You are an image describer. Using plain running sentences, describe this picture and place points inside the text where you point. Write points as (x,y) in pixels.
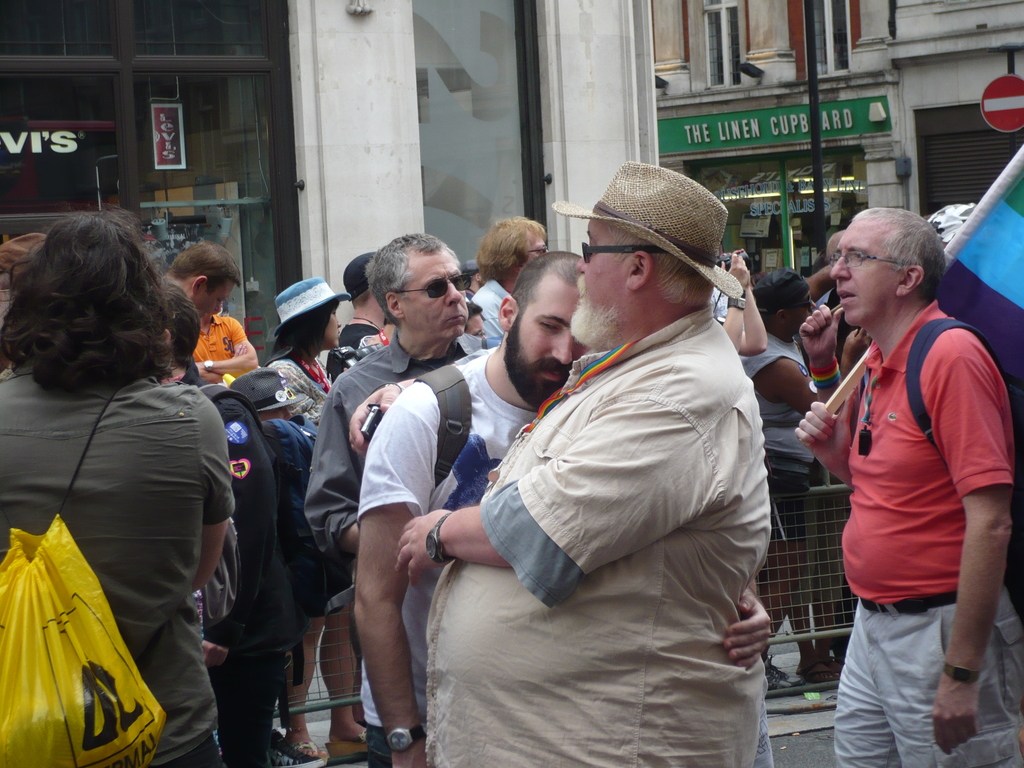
In this image there are group of people (618,541) standing on the street (827,695), a person (860,505) holding a flag (1022,294), and in the background (733,12) there are buildings (743,231) with name boards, pole (811,95).
